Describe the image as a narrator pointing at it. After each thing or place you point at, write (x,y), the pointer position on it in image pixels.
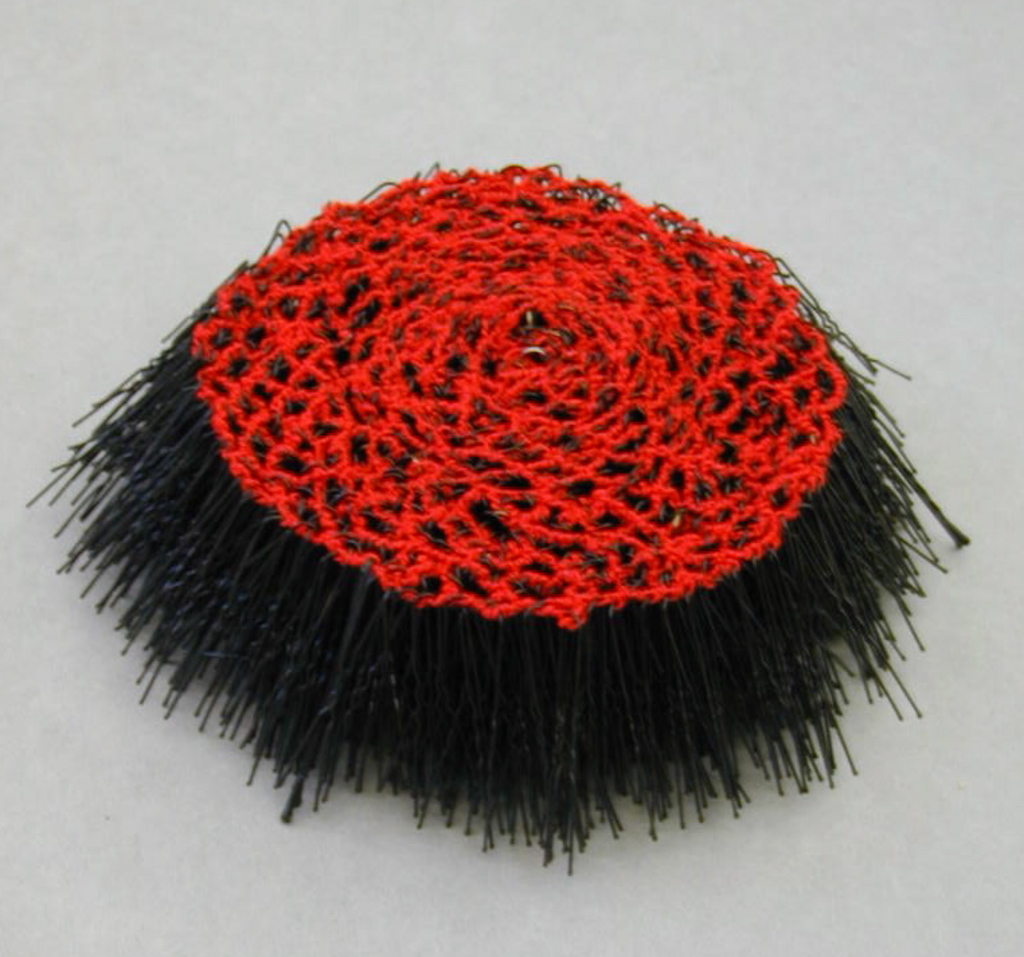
There is an object (427,407), black and red in color.
